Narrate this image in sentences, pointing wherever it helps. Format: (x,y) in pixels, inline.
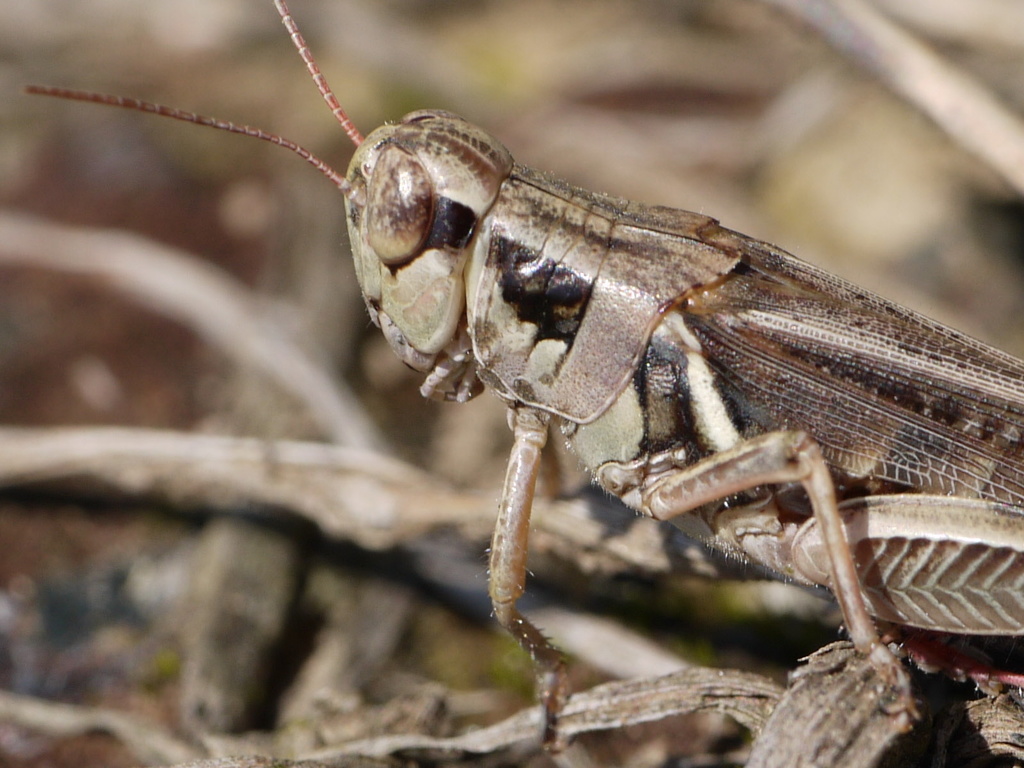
In the picture there is an insect (786,377) present.
